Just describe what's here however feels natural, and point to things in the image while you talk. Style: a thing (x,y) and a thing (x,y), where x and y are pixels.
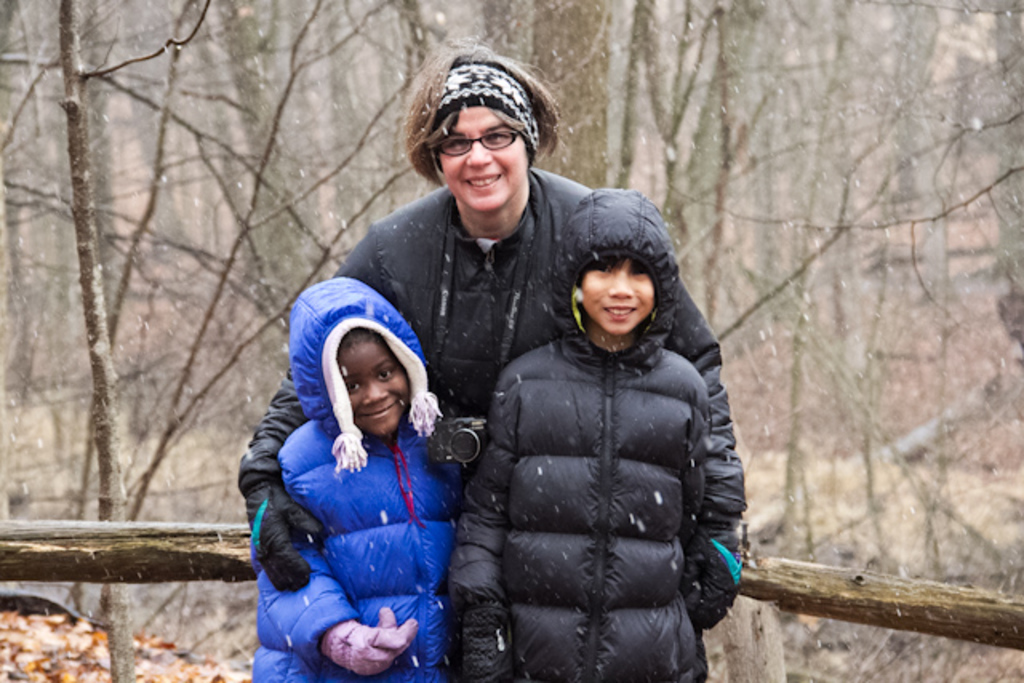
In this picture we can see a camera (431,447), spectacle (512,139), three people (462,296) wore jackets (550,499), gloves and standing and smiling and in the background (27,645) we can see dried leaves (97,675) on the ground (214,634), trees (652,78) and some objects (112,548).
